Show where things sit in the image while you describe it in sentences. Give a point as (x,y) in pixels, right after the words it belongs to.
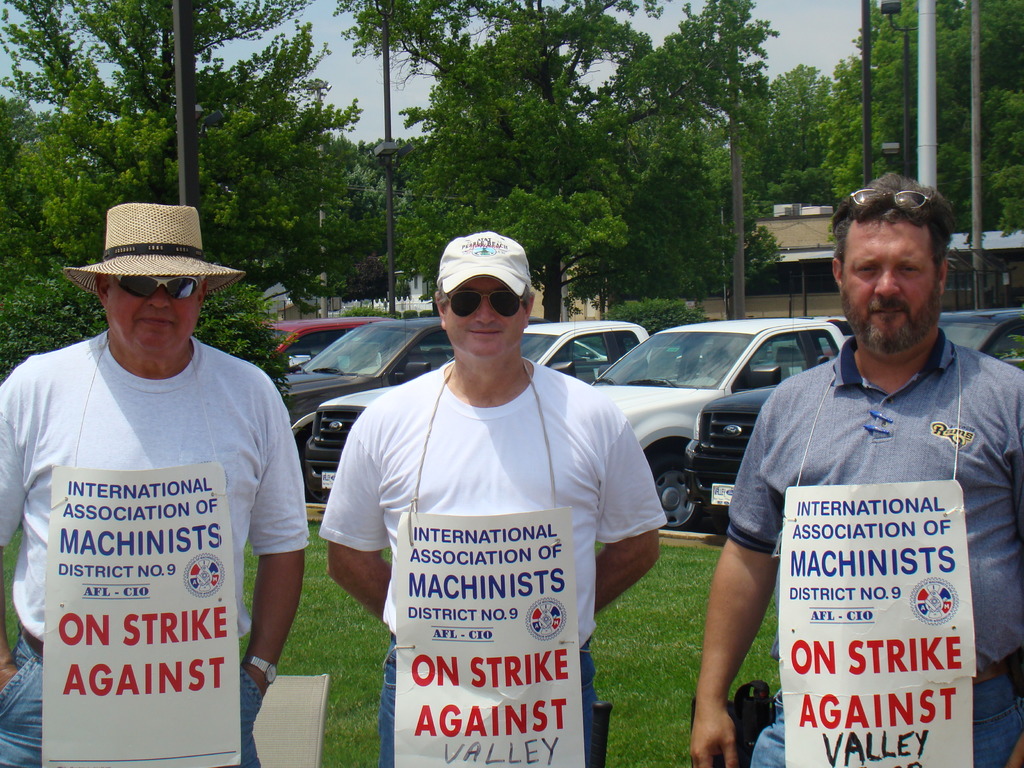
In this image I can see three persons (749,468) wearing boards (533,582) are standing on the ground (673,646). In the background (731,461) I can see few vehicles (344,354) on the ground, few trees (808,72) which are green in color, few metal poles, few buildings (803,252) and the sky (677,4).
